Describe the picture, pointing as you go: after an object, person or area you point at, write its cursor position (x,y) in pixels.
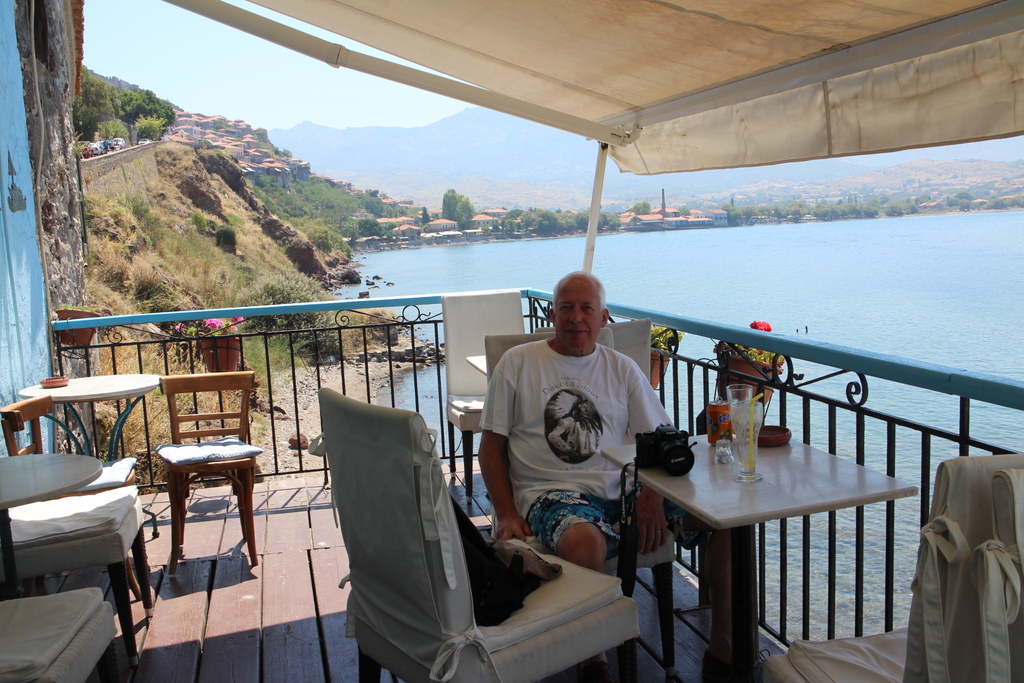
In this picture I can observe a man (590,401) sitting in the chair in front of a table (733,527) on which there is a glass (748,453) placed. I can observe railing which is in blue and black color. On the right side (827,257) there is a river (793,259). In the background (356,226) there are trees (328,209), hills (462,145) and a sky (266,90).
